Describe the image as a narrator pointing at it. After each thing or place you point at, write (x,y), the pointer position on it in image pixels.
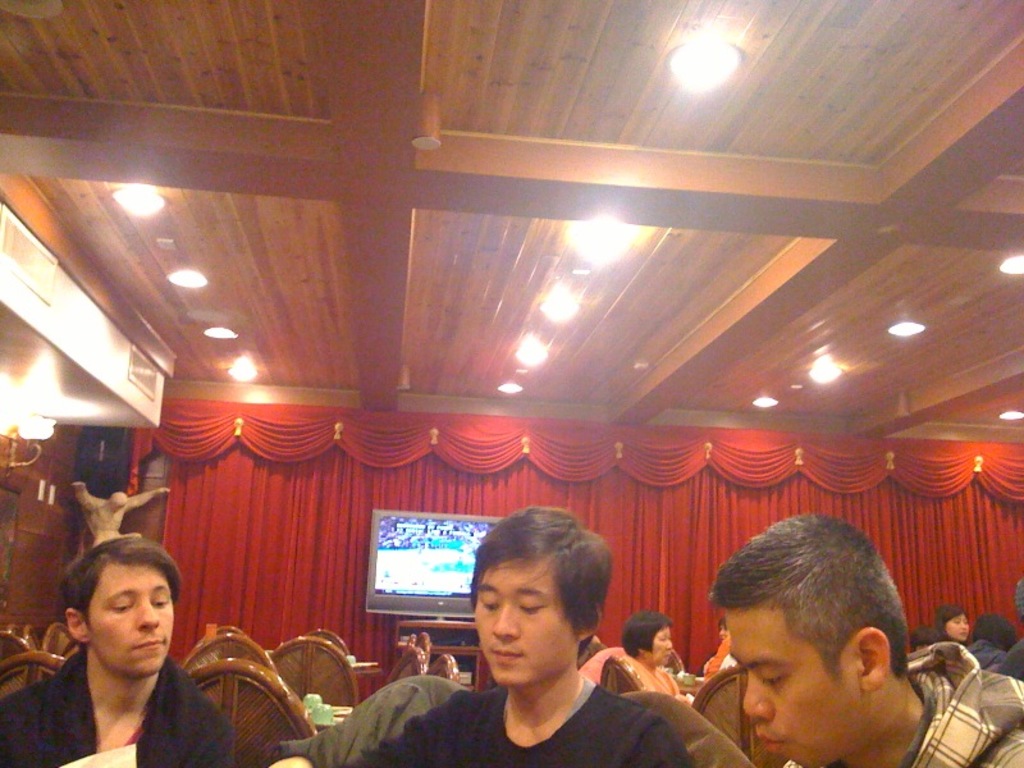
This picture shows the inner view of a building (647,57). There are some lights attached to the ceiling (645,390), some objects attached to the ceiling (751,320), some chairs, some tables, some lights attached to the wall (63,428), some objects (118,443) attached to the wall (59,447), one object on the bottom right side of the image (994,697), one T. V (419,536) with images (405,580) on the wooden cupboard (453,635), some objects (465,639) in the cupboard (468,657), some objects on the tables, some people (798,762) sitting on the chairs (354,676) and one red curtain (1013,612) with valance (199,444) in the background (1009,593).
